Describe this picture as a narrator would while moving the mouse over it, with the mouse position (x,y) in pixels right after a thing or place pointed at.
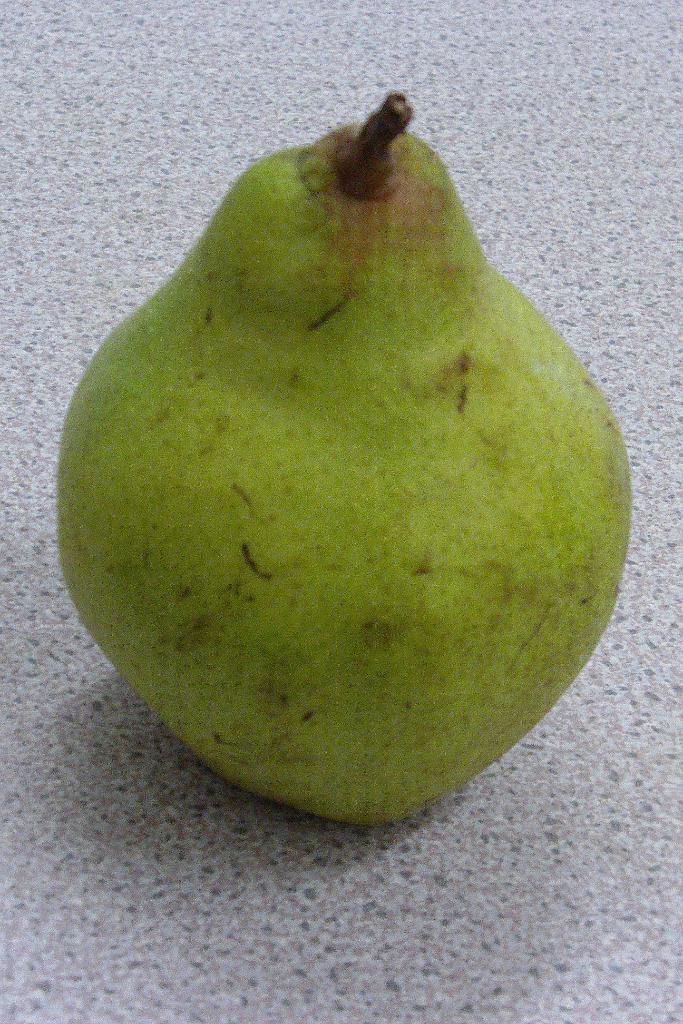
In this picture we can observe green color fruit (290,425) placed on the floor (292,884). The floor (155,185) is in grey color.
